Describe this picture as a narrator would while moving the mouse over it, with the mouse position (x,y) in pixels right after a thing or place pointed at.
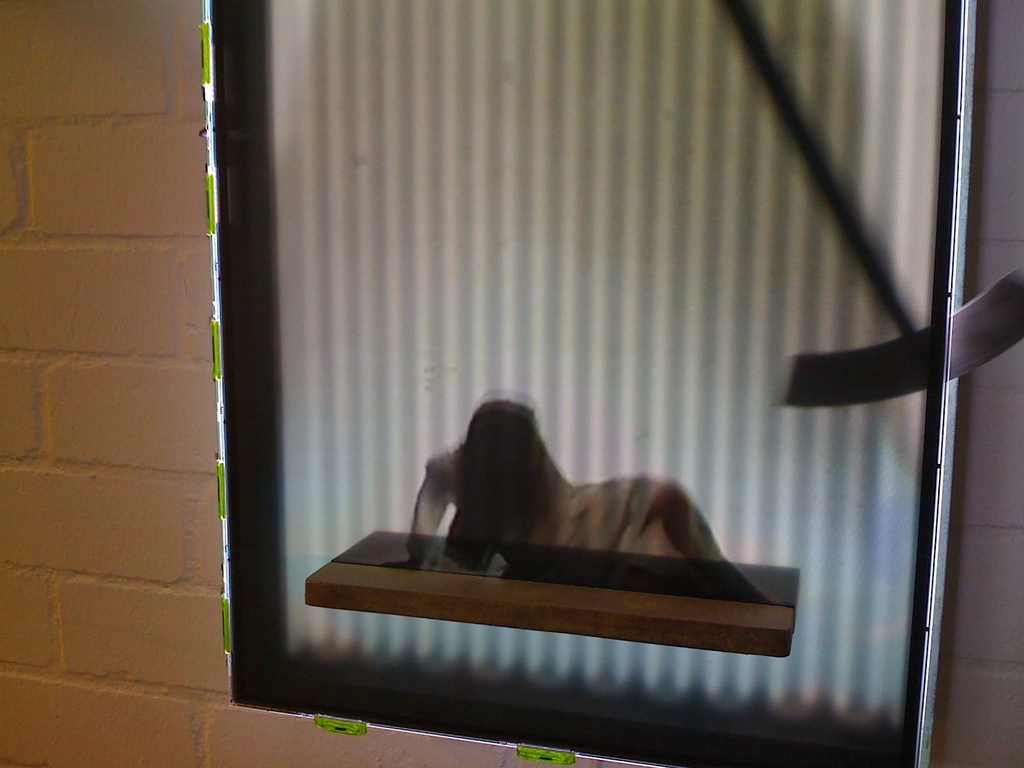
In this image we can see the mirror (251,172) on the wall (123,293) and this is a wall (73,325).
